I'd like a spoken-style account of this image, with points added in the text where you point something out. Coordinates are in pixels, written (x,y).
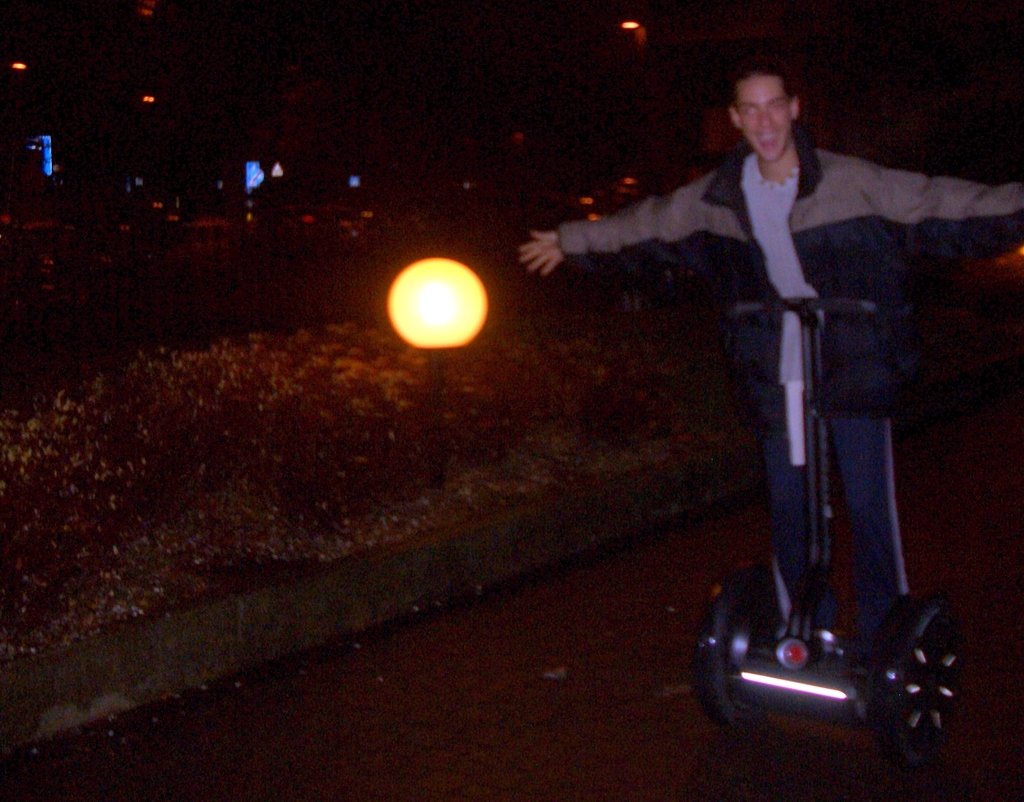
In this image there is a person (756,285) standing on a segway (796,615) with a smile on his face (774,143), beside him there is a street light (414,323). The background (190,243) is dark.
